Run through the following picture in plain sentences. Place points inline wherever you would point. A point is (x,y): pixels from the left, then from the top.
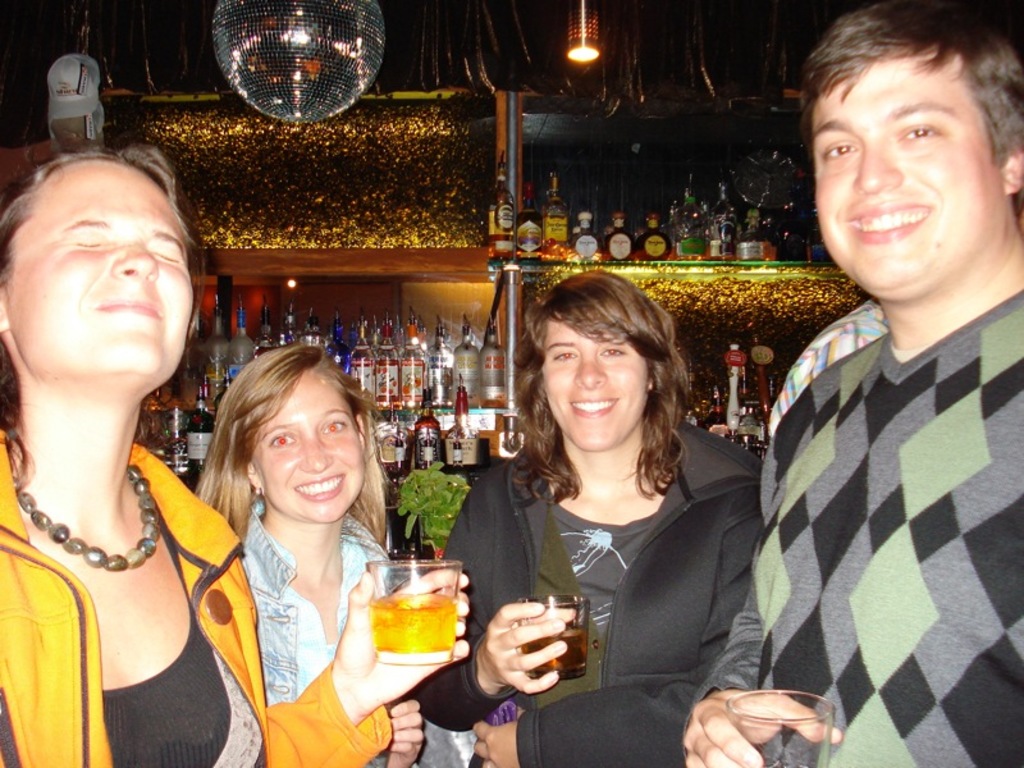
In this image we can see this people (562,559) are standing and holding a glass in their hands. In the background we can see bottles (433,356) and lights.
